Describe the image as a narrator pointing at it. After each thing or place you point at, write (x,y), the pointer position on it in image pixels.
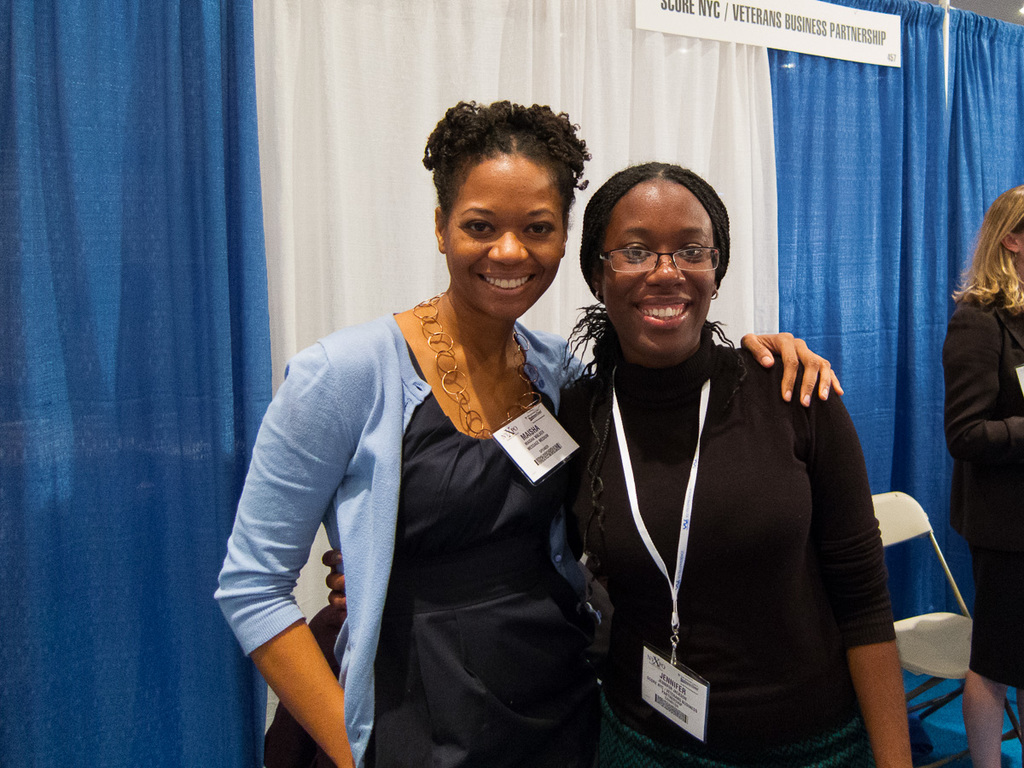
In this image we can see women (455,525) standing and smiling. In the background (976,696) there is a woman (1001,593) standing on the floor (963,738), chair (909,643), name board (729,3) and a curtain (418,106).
